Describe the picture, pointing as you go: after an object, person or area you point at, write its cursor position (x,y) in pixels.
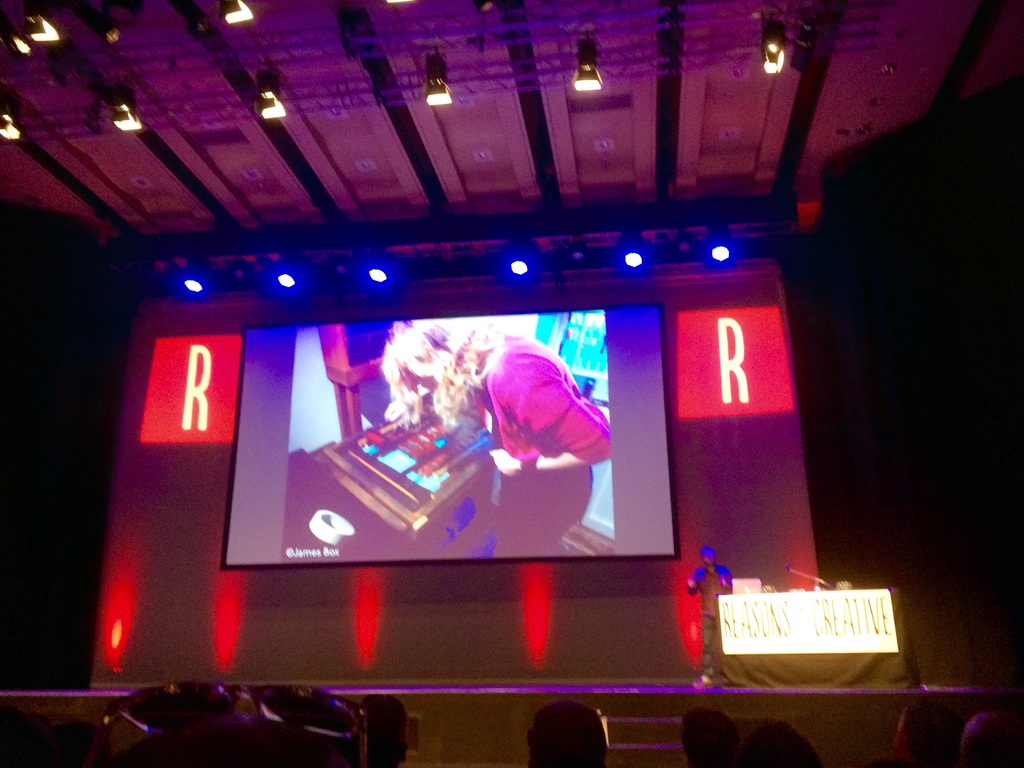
In this image I can see a screen (353,379) on the wall (449,282) and on the screen (477,461) I can see a person (451,416). On the both sides of the screen (660,312) I can see something is written. On the right side of this image (755,636) I can see a table (731,628) and near it I can see one person (705,553) is standing. I can also see few stuffs (739,584) on the table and on the top side of this image (46,17) I can see number of lights (46,17). On the bottom side of this image (1002,756) I can see heads (539,757) of few people (725,751) and I can also see this image is little bit in dark.
